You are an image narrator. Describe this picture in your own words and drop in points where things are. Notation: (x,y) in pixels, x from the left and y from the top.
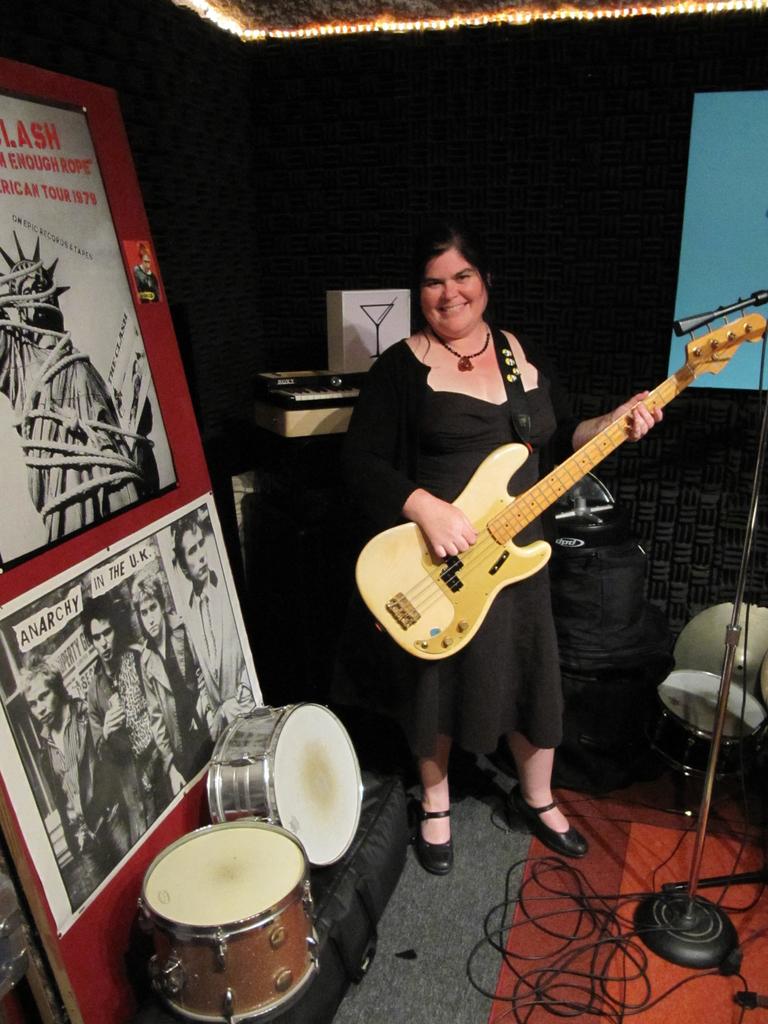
In this image there are some person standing in middle of this image (420,543) is holding a guitar (473,510). There is a Mic (728,652) at right side of this image (720,705) and there is a wall (403,210) in the background (384,190). There are some drums (278,837) kept at bottom of this image (197,951) and there are some photo frames (118,565) at left side of this image (17,487).
